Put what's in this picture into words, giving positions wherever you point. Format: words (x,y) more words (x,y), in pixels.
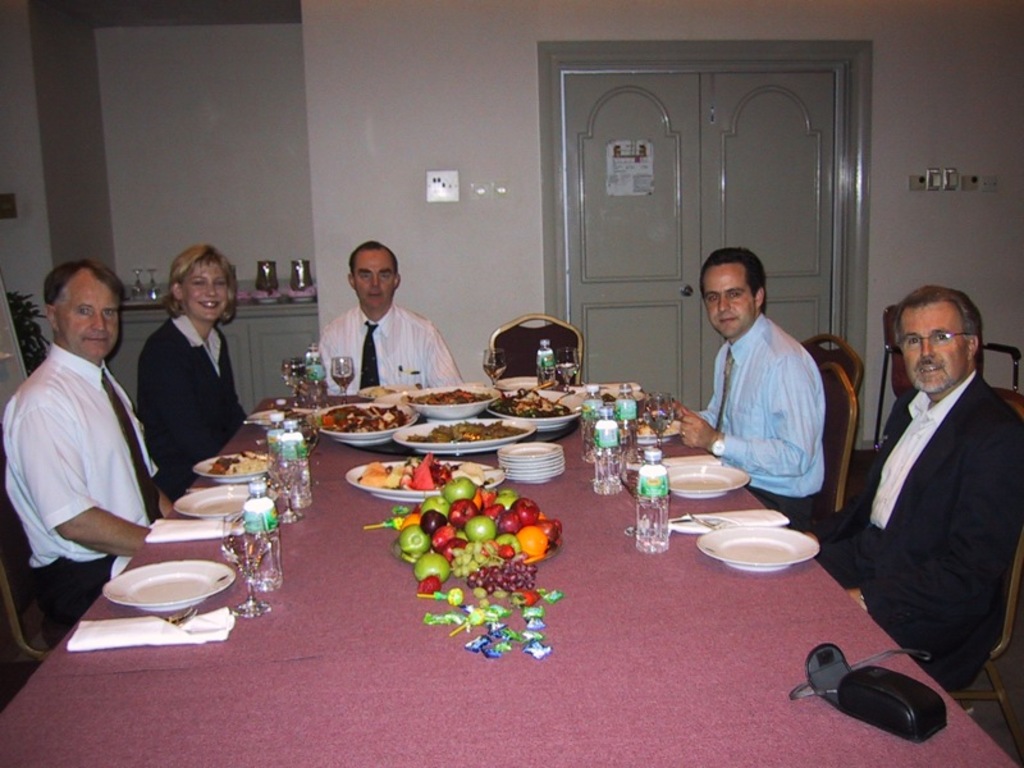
The dining table (669,449) which is pink in color consists of one two three four five six seven eight plates (427,433) and many water bottles (665,513). And also contain wine glasses (339,377). We have vegetables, fruits (534,540) everything served on this table (540,672). Here we can see a camera bag (898,703). There are five people (988,614) sitting around this table (241,688). We have six chairs (834,417) around this table (707,751) and the man (84,391) on the left corner (68,438) is wearing a white color shirt (90,487) and black color pant (87,580), he is watching the camera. Next to him, we find woman (187,424) who is wearing a blazer (187,381) black blazer (186,350). She is laughing. Next to her, we find a man (376,342) sitting on the chair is wearing a white color shirt (382,337) and a tie (364,369). On the right most corner (862,520), we find a man (892,411) wearing black blazer (914,475) and spectacles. Next to him, we find a man (770,403) sitting on a chair (839,494) wearing blue color shirt (744,412) and watch (717,447). There are four men (354,334) and one woman (204,377) sitting around this table (551,489). behind them we find white color wall (293,125) and grey color door (668,176).
